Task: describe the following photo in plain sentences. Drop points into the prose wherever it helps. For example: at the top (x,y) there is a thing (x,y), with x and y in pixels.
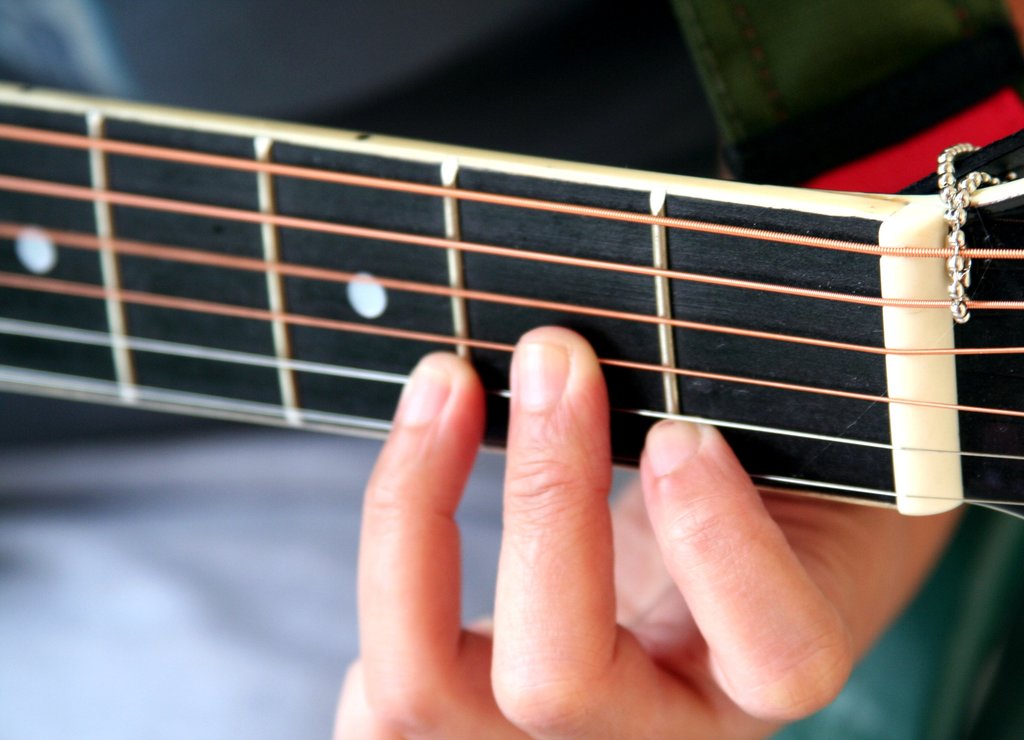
In this picture there is a hand (720,572) holding a guitar (675,321). In the image the neck (132,157) of the guitar (896,266) can be seen. There are beads (956,191) hanging to the guitar (952,253). In the background (743,120) it seems to be a person (542,98).
